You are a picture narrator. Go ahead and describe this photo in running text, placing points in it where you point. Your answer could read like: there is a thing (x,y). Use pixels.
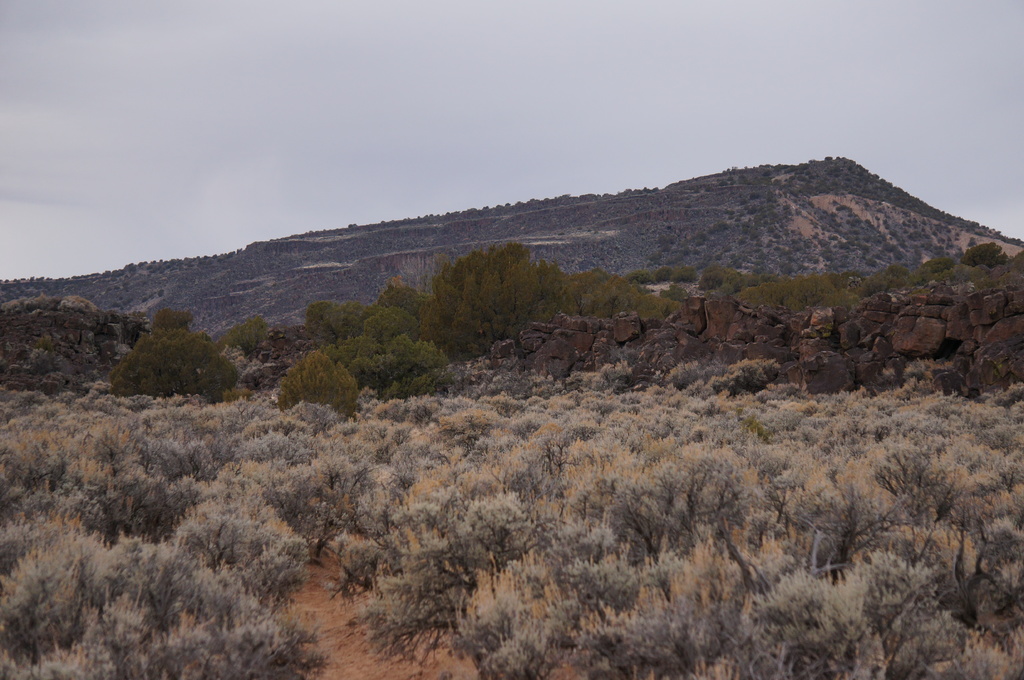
In this image I see the plants (387,476), trees (134,356) and the rocks (810,340) over here. In the background (23,241) I see the sky (38,264) and I see the hill (603,206) over here.
